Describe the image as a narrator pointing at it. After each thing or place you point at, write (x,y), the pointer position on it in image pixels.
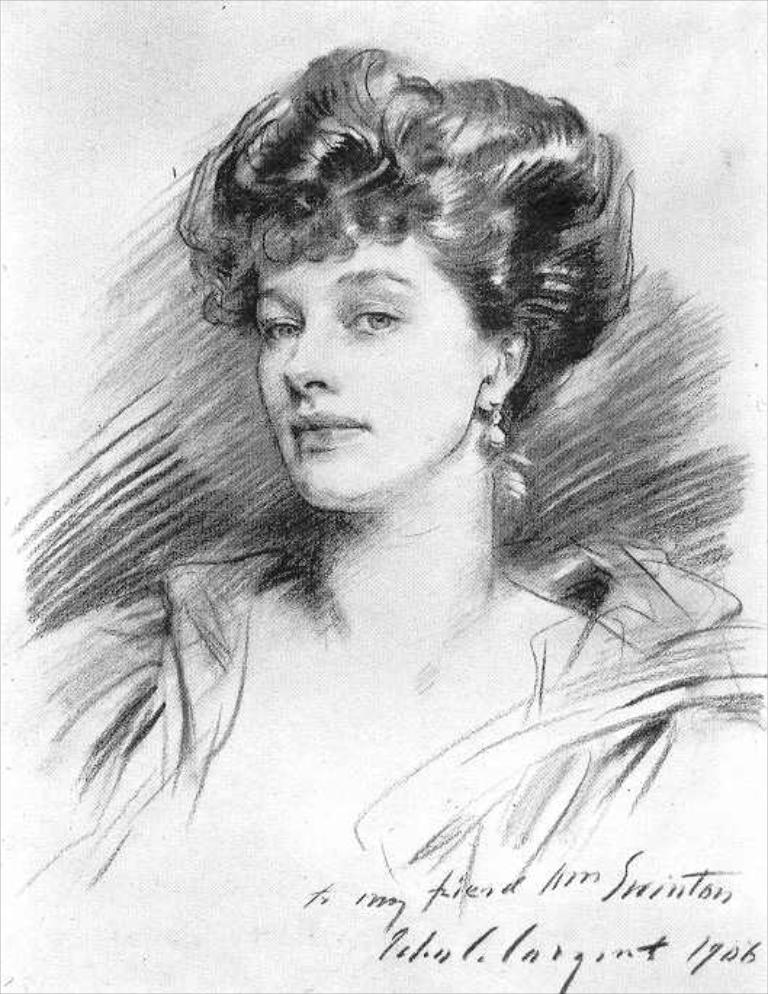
Here in this picture we can see a pencil sketch (384,286) of a woman (295,453) present over there.
